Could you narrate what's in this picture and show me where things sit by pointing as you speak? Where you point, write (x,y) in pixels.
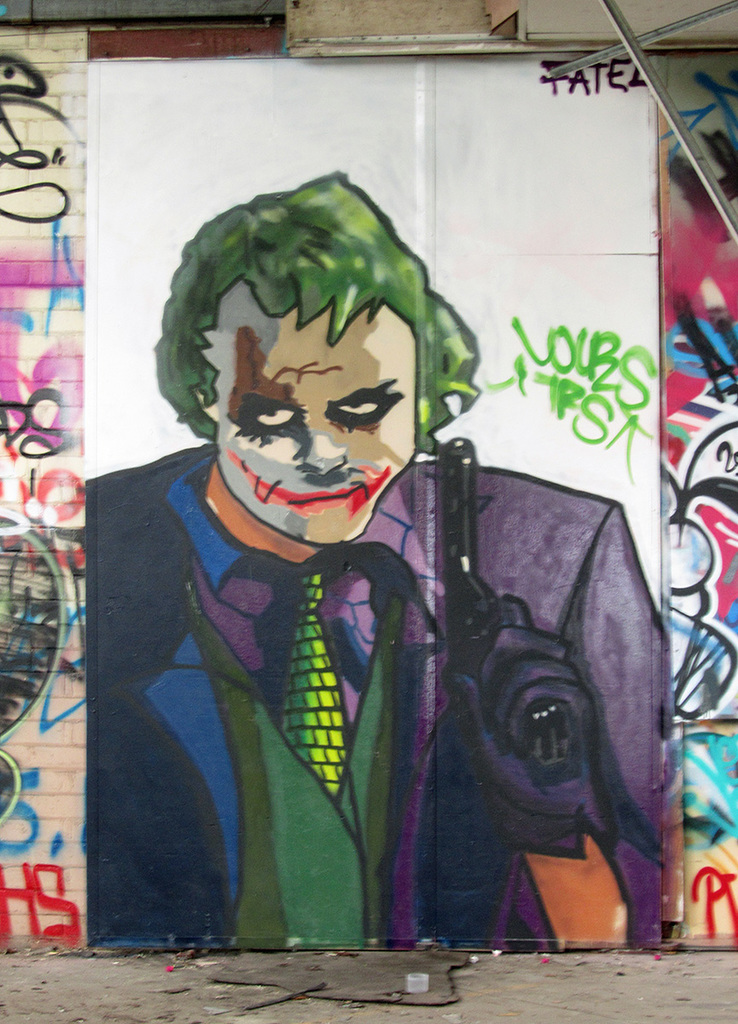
In this image we can see a painting (355,556) of a person (300,478) on the wall (325,320) and also we can see some graffiti (4,312).
